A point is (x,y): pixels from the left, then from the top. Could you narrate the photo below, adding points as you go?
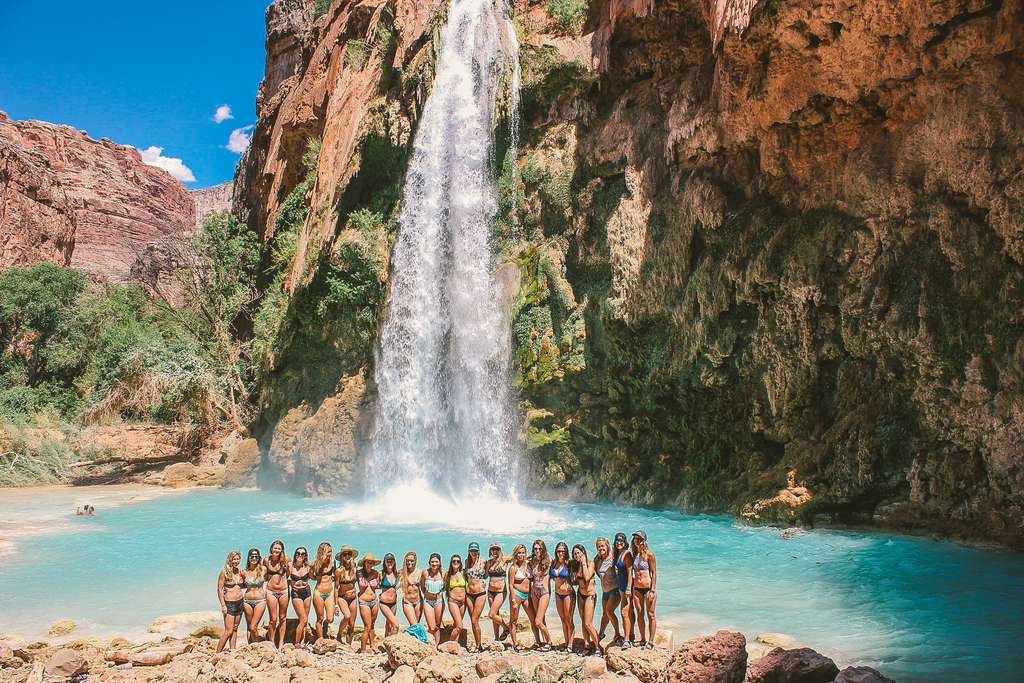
At the bottom of the picture (482,560), we see many people (356,572) standing and we even see many rocks (535,657). Behind them, we see water (263,520) and waterfalls (481,399). There are many trees (162,307) and rocks (900,112) in the background (897,386) and this picture might be clicked near the waterfalls (466,439).
